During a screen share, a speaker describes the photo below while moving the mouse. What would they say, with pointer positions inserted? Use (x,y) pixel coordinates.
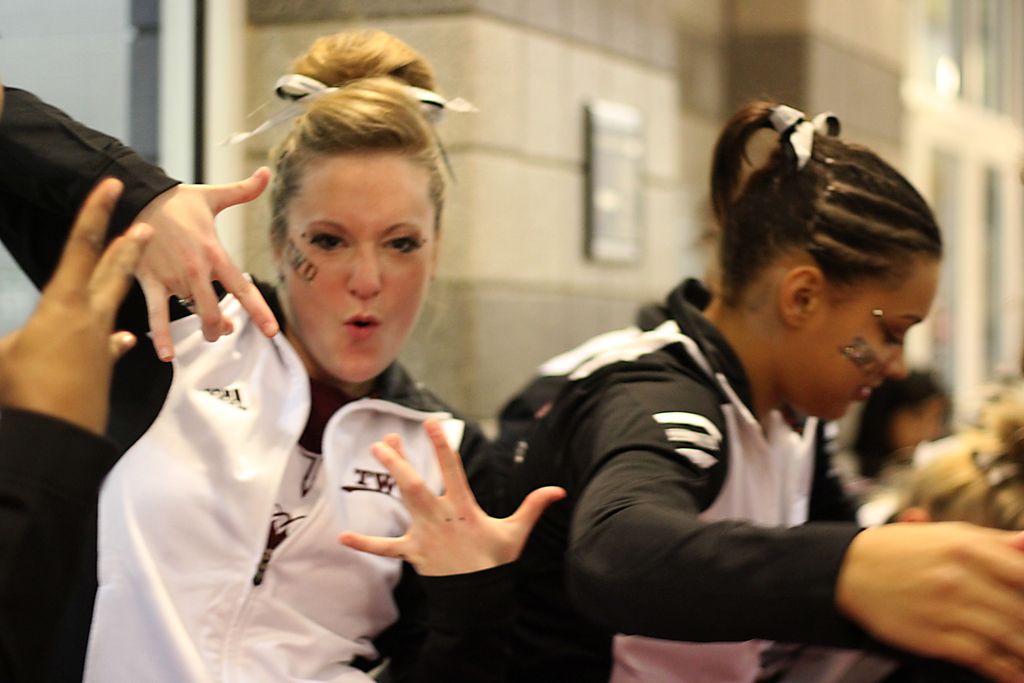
In this image we can see a few people (391,343) and in the background (443,55), we can see a building (180,167), on the building (994,44), we can see a board (601,106).
